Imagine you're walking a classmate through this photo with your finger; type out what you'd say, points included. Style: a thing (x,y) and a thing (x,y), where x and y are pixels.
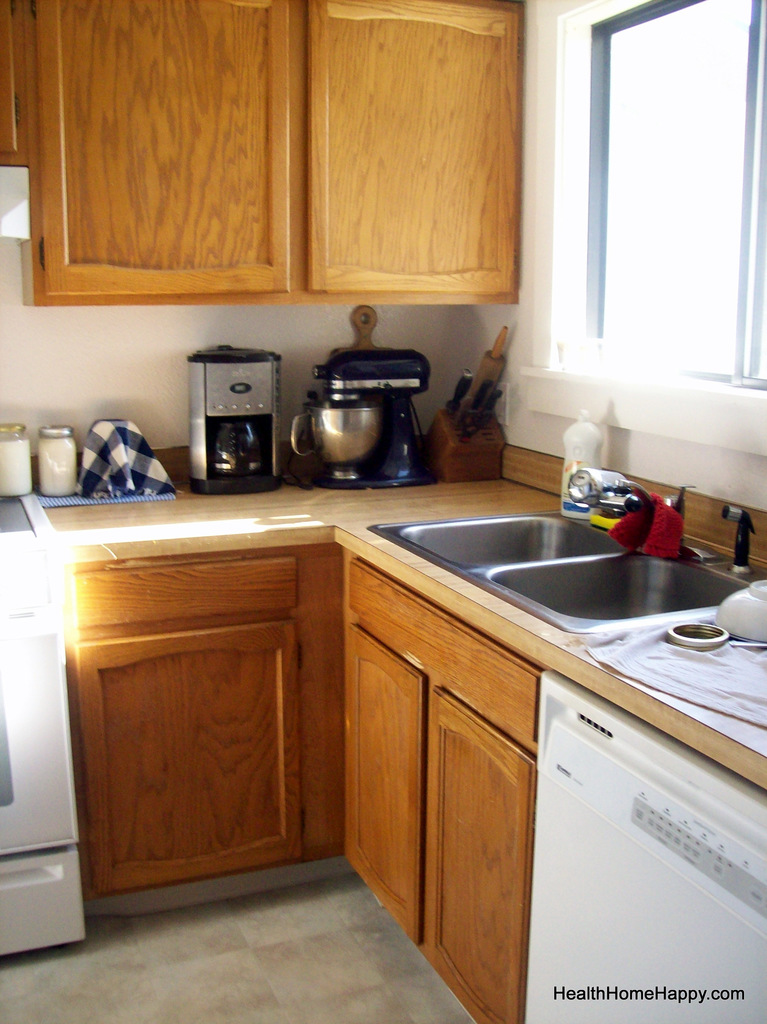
In this image there is a kitchen cabinet (336,698) having sink (521,600), tap (600,485), bottles (22,431), machines (229,445), bowls (318,439) and few objects (723,643). There are cupboards (114,256) attached to the wall (438,331) having a window (667,289).
